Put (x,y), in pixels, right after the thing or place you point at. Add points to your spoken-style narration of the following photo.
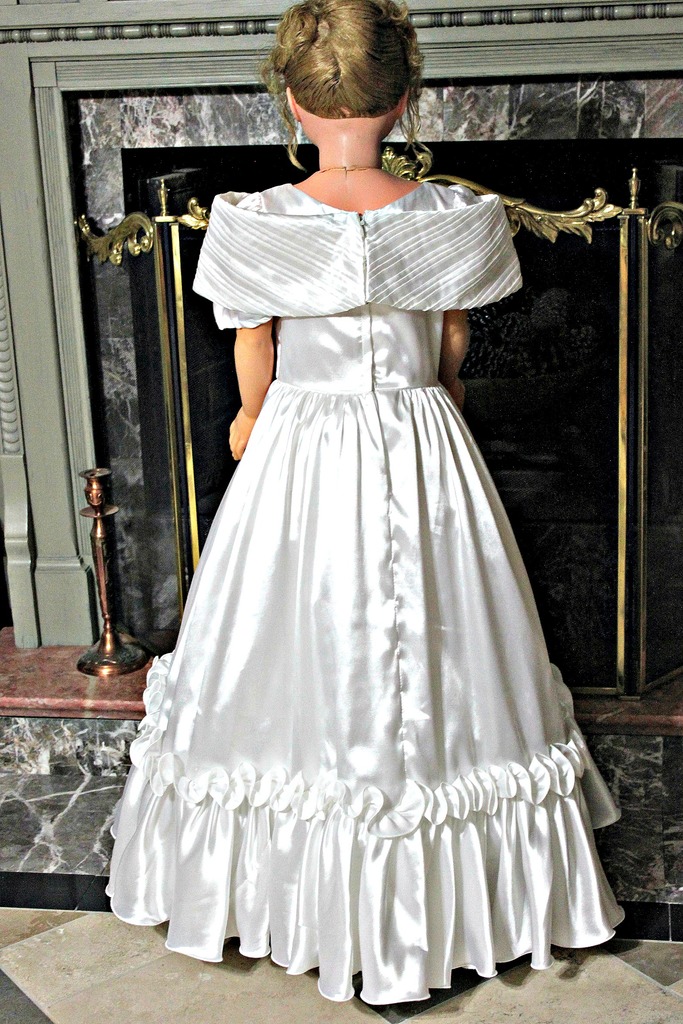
In this image I can see a doll (427,420) wearing white color dress (348,383). Back I can see a fireplace (105,134) which is in black and ash color.
